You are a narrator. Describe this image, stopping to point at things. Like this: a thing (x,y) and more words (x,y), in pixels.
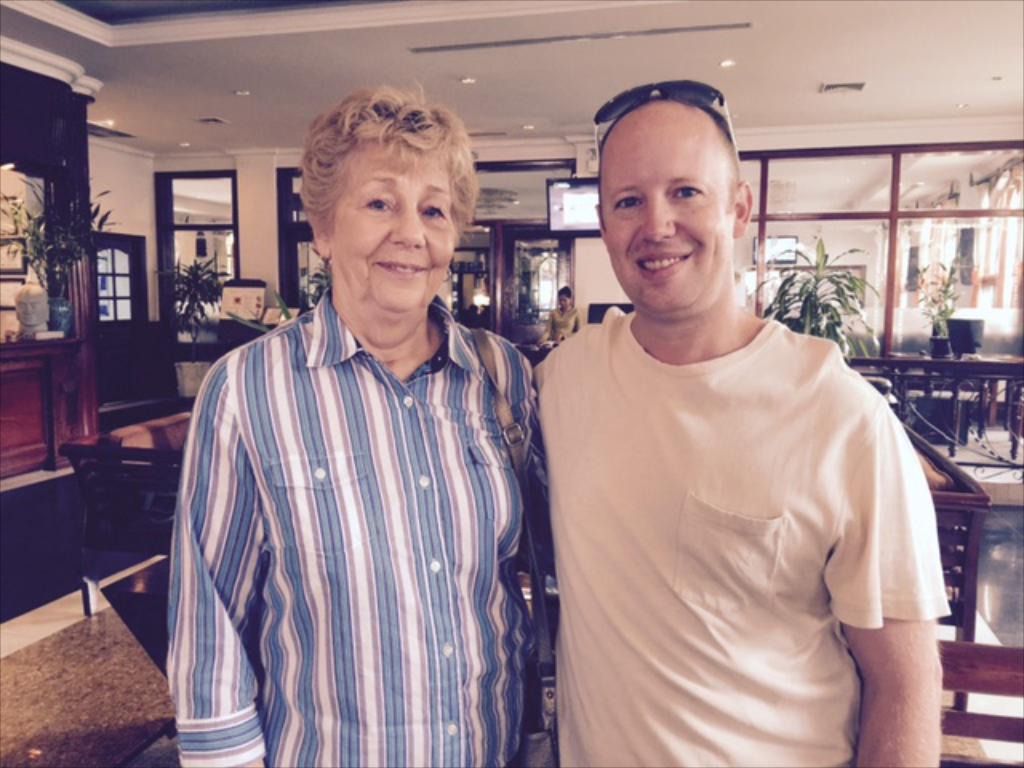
This image is clicked inside a room (138,204). There are two persons (412,565) standing in the middle (611,455). There are lights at the top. There are plants (42,222) in the middle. There are tables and chairs (124,480) in the middle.
